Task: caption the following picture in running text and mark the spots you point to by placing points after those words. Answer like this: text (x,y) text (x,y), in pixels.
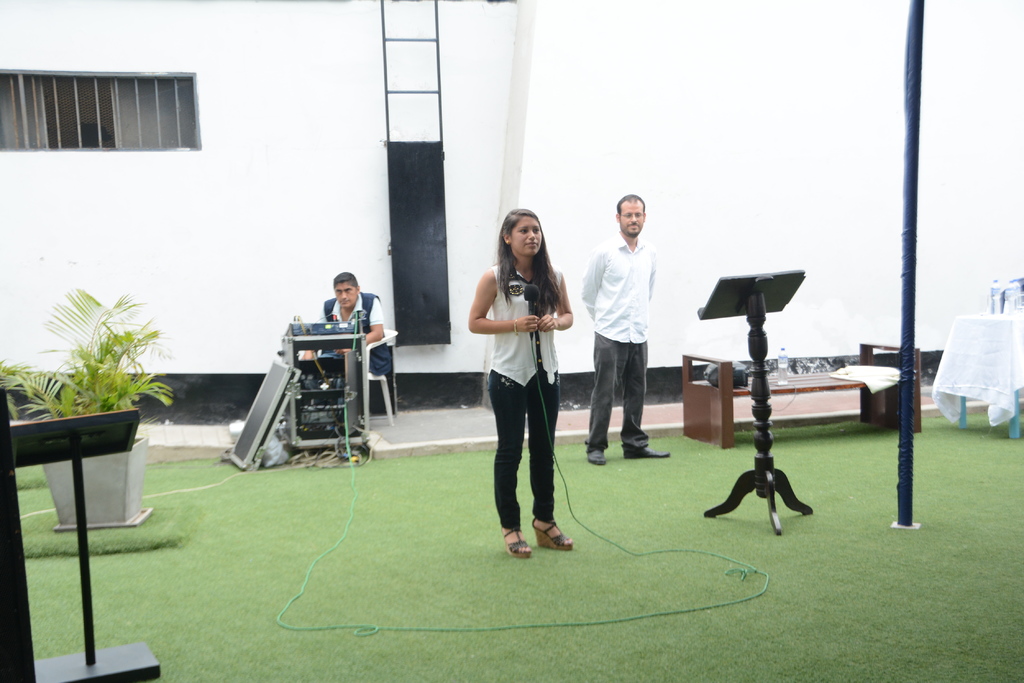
in this picture we can see a woman (503,254) standing on the floor (603,490) and holding a microphone (531,324) in her hand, and at back (624,261) a man (609,257) is standing there is an water bottle (785,360) on the table (789,377), and to opposite him a man (377,317) is sitting on a chair (382,347), and here there is a flower pot (90,369), and at back (263,203) there is a wall (267,182), and here a window (88,115).
